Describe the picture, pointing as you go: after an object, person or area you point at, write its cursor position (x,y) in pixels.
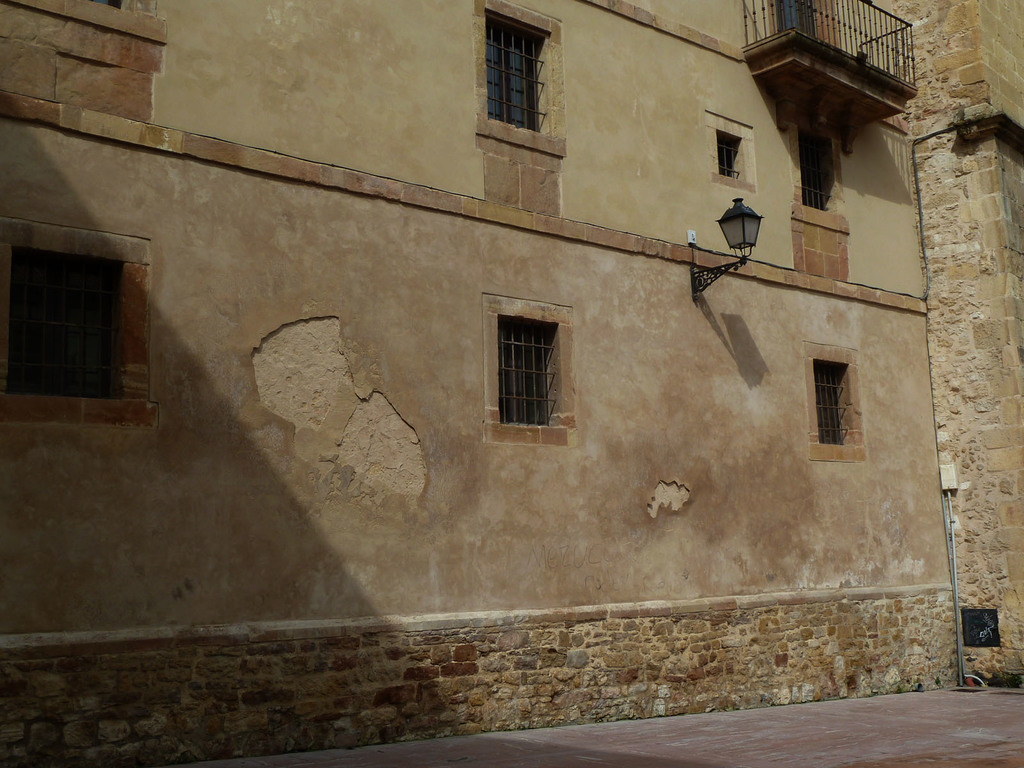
We can see wall (376,123), windows (93,376) and light (733,266).
